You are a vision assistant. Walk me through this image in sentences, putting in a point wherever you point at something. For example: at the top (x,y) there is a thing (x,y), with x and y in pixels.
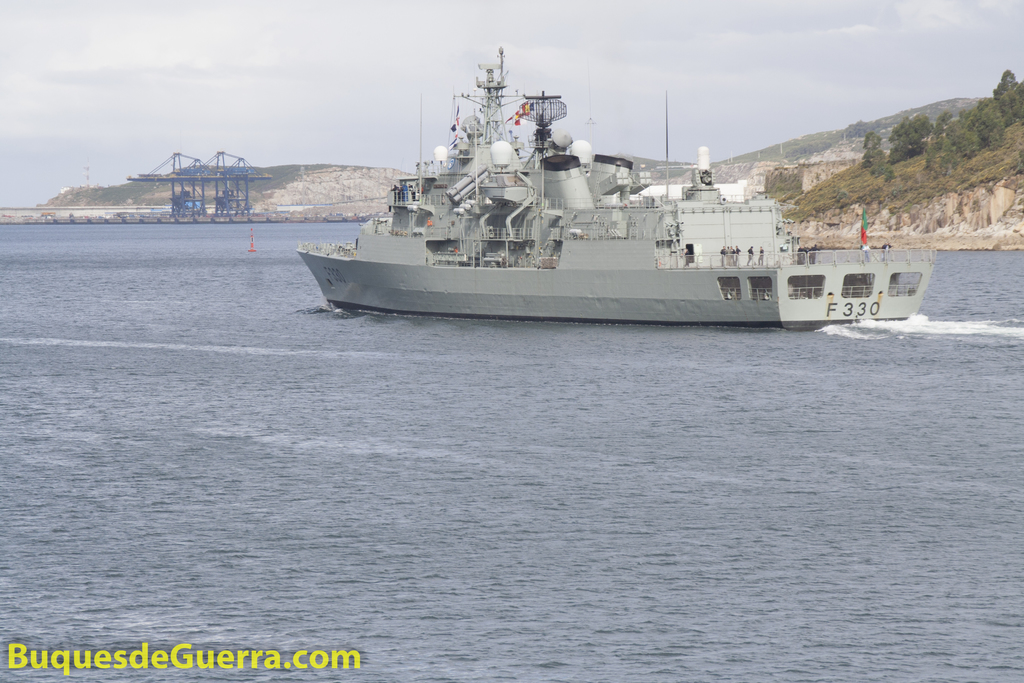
In this image in the center (477,375) there is water (654,481). On the water (730,481) there is a ship (522,257) sailing with the persons (720,257) on it. In the background (920,137) there are mountains (774,159), trees (898,158) and the sky (512,100) is cloudy. On the left side (214,178) there are stands (230,175) which are blue in colour.
